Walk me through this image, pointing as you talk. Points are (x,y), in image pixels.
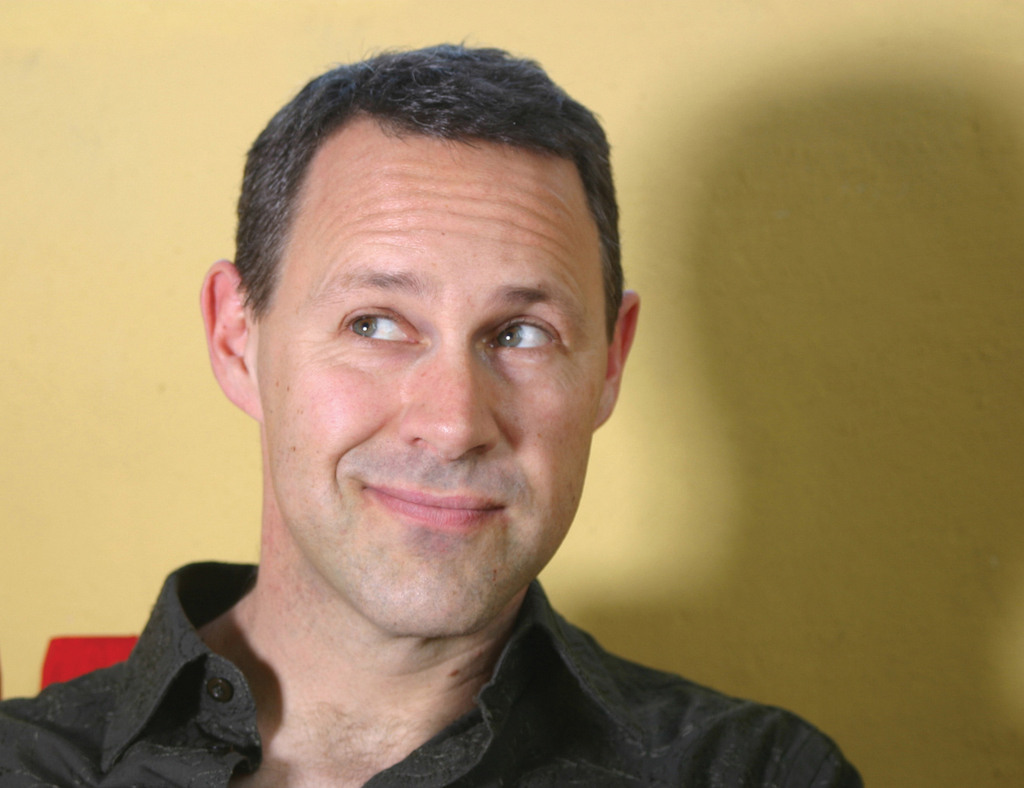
This image consists of a man (489,564) and a yellow color wall (58,548). This image is taken may be in a room (14,311).
